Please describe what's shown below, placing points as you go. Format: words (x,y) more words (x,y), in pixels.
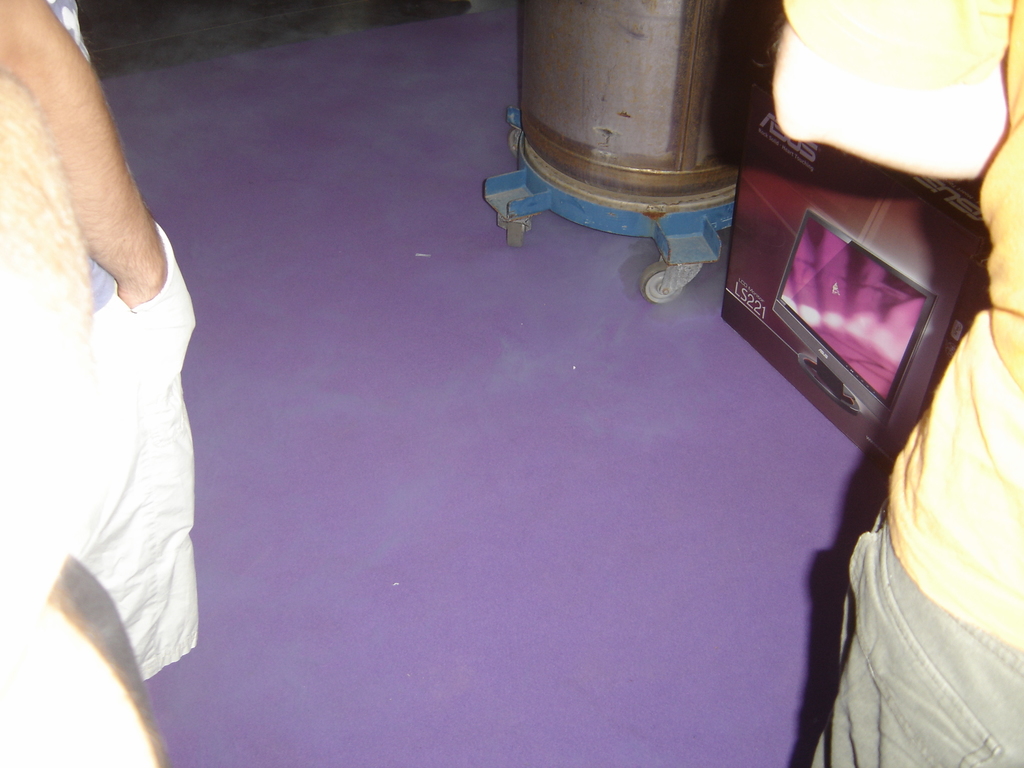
In this picture we can see few people (66,250) standing on the path (712,468). There is a vessel (682,54) and a box (886,410) on a purple carpet (459,479). We can see an object (432,9) in the background (446,10).
